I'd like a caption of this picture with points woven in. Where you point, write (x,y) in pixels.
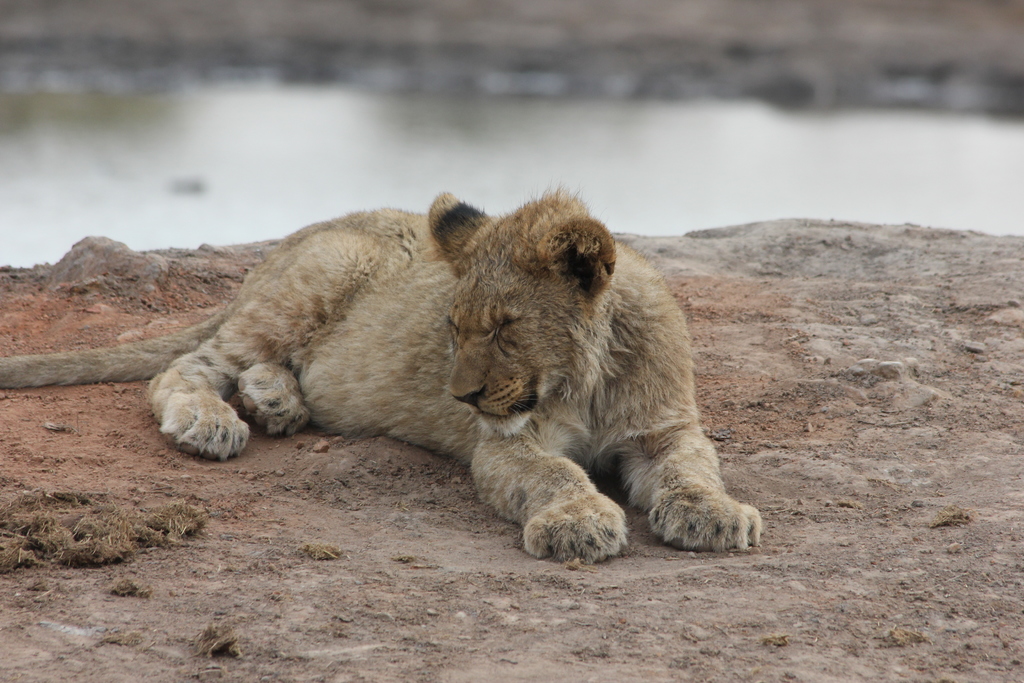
As we can see in the image there is water (720,113) and brown color animal (479,378).
